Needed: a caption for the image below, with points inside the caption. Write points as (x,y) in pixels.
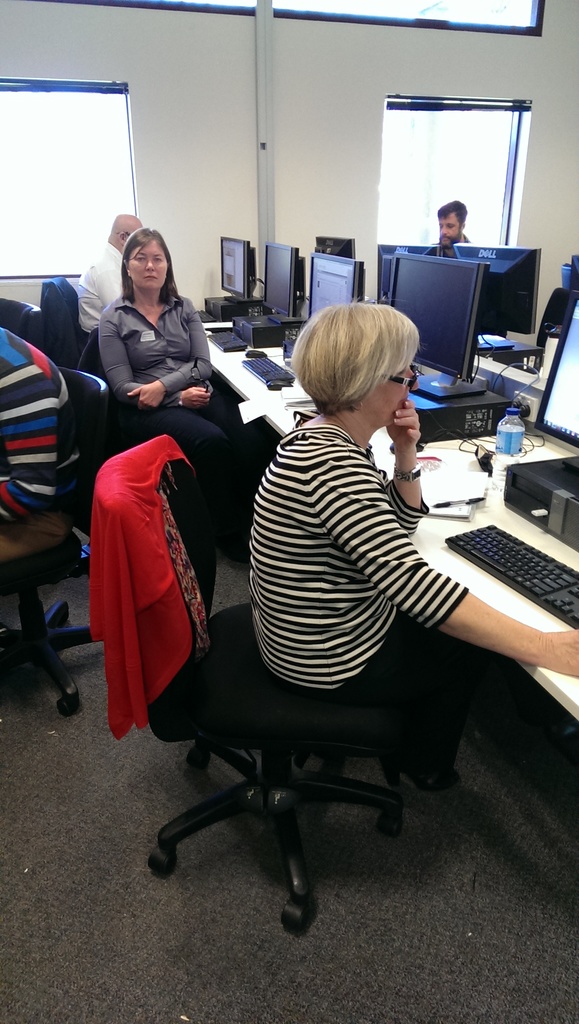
This is a picture taken in a office room (77,240), there are group of people (215,475) sitting on chair (90,343) in front of the people (178,308) there is a table (246,389) on the table (253,383) there is a keyboard (266,379), monitor (335,285), bottle (510,451), paper (467,486) and pens (456,500). Background of this people (184,351) is a wall (197,146) which is in white color.
